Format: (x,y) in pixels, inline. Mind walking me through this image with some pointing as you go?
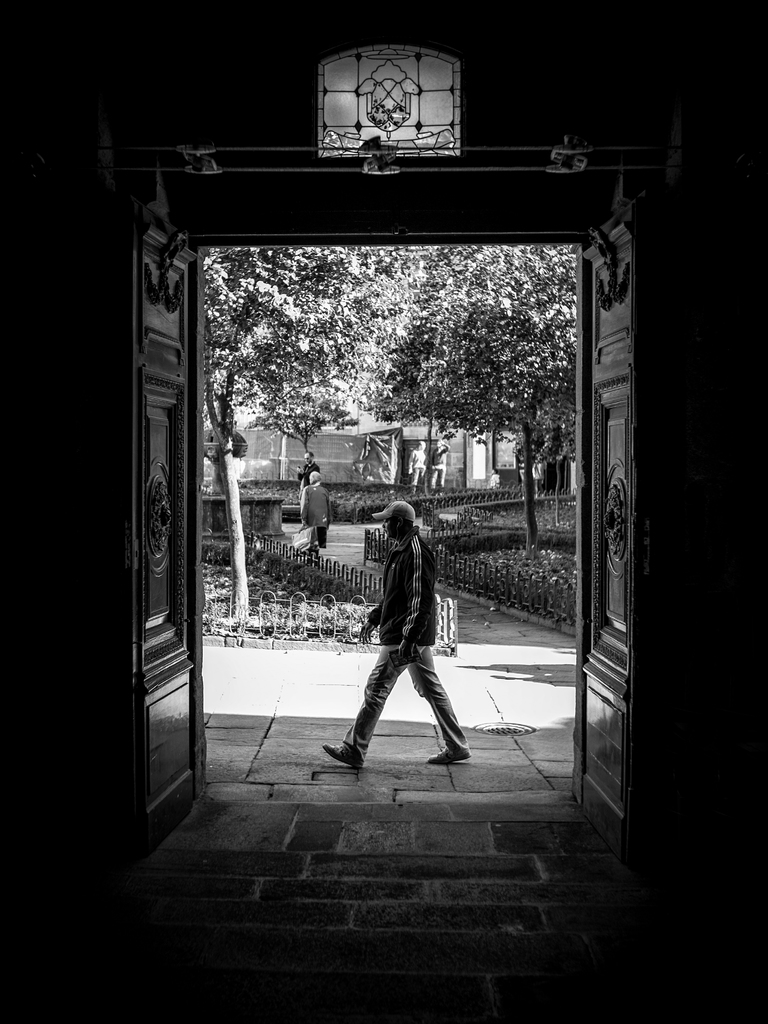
In this image, we can see the doors (182,703), there is a person (380,703) walking. We can see the fence (544,590), there are some trees (349,344).
